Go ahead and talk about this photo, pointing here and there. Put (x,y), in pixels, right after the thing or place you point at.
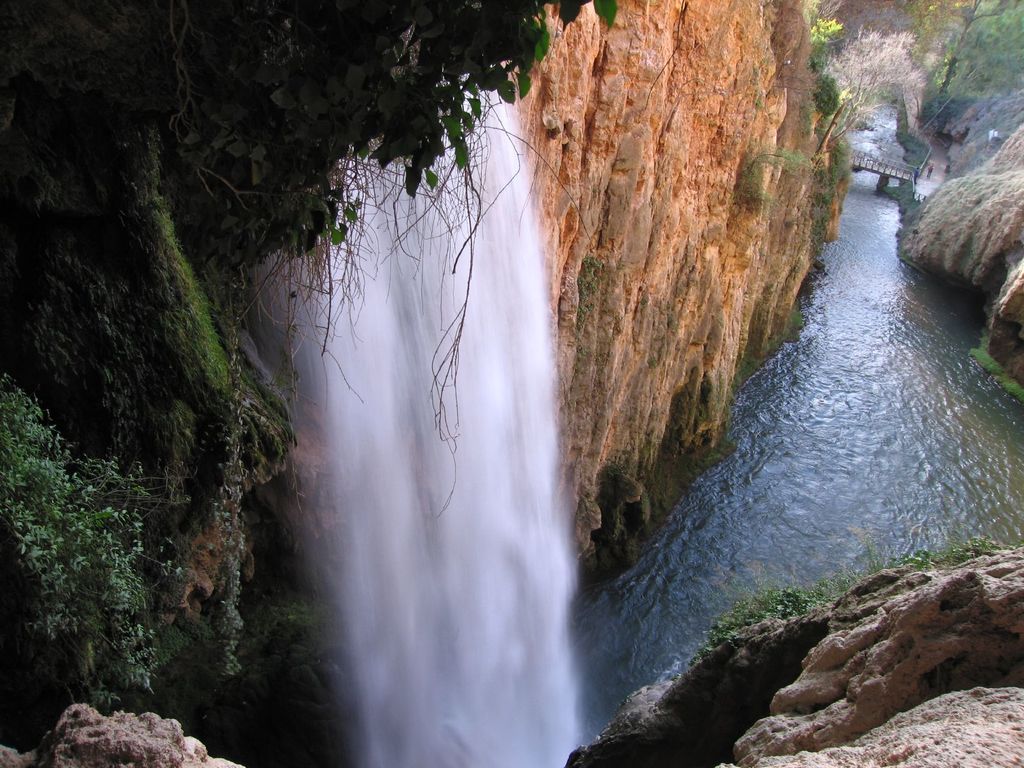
In this picture we can see few trees (303,84), water (509,500) and few rocks (961,203), in the background (879,179) we can see a bridge (883,166).
